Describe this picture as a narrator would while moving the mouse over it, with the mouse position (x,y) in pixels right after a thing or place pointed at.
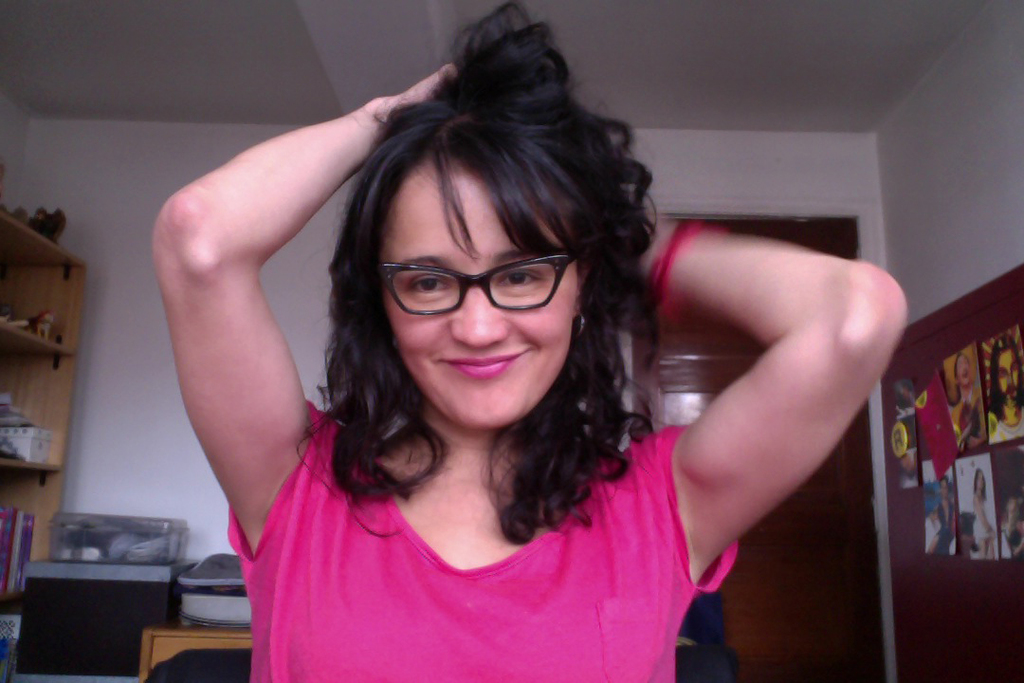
In this image I see a woman (693,456) who is wearing pink top (515,597) and I see that she is smiling. In the background (1000,410) I see the wall (972,108) and I see few posters (950,369) over here and I see few things (2,308) on the racks (25,380) and I see few more things (104,536) over here.
